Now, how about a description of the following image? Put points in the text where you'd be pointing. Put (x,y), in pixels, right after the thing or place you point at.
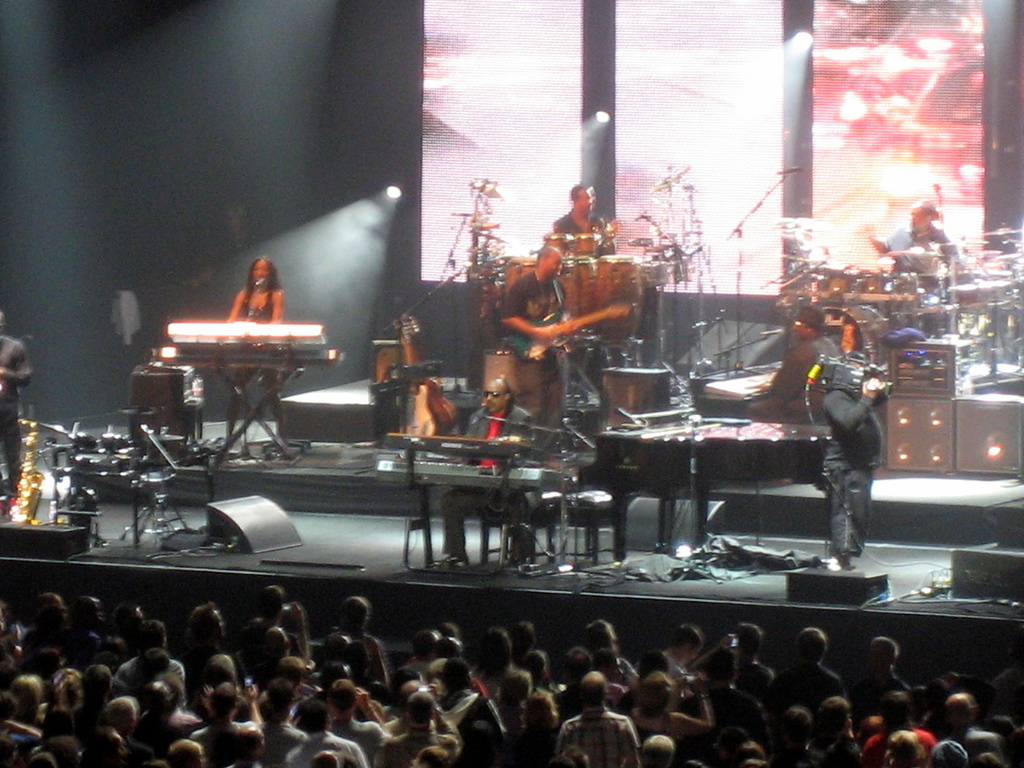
In the image we can see there are people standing on the stage (433,575) and they are playing musical instruments (412,392). Behind there is projector screen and there are spectators (474,668) watching them.
